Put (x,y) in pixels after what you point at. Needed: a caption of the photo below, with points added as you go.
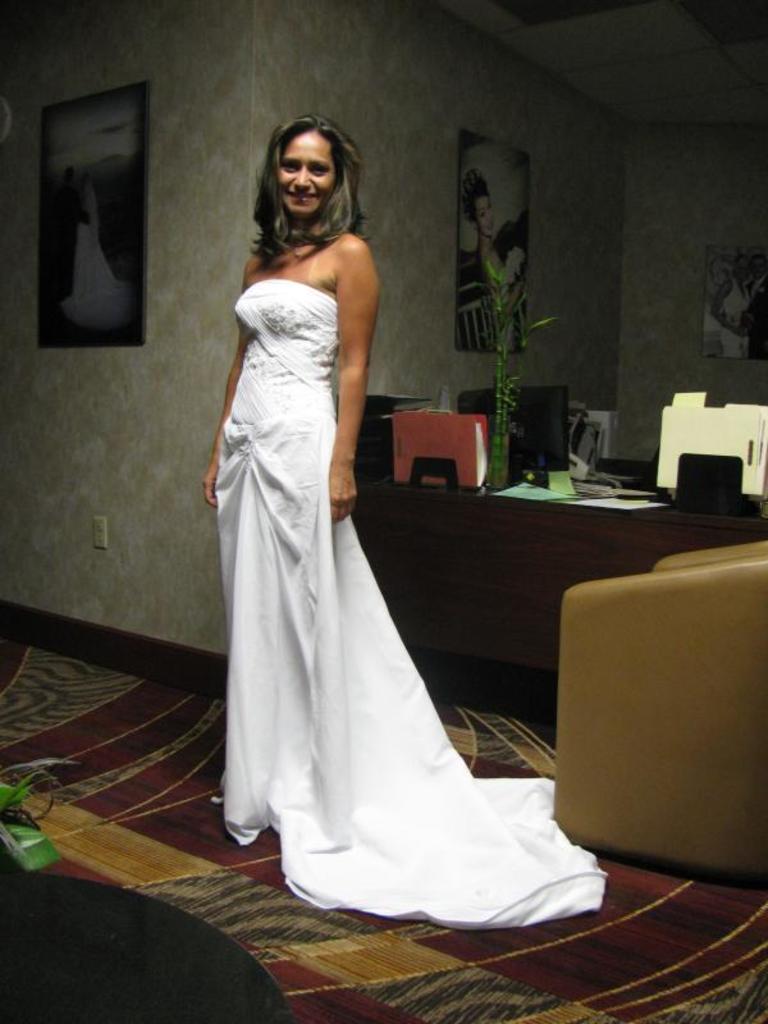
This picture is of inside the room (567,369). On the right corner (716,645) we can see a chair (699,704) and a carpet (326,917). In the center (281,395) there is a woman (319,247) standing, wearing white color dress (296,421) and smiling, behind her there is a table (589,514) on the top of which some papers (607,487) and a monitor (550,419) and some other items (735,450) are placed. In the background (649,153) we can see a wall (324,58) and picture frames (114,110) hanging on a wall (711,240).
